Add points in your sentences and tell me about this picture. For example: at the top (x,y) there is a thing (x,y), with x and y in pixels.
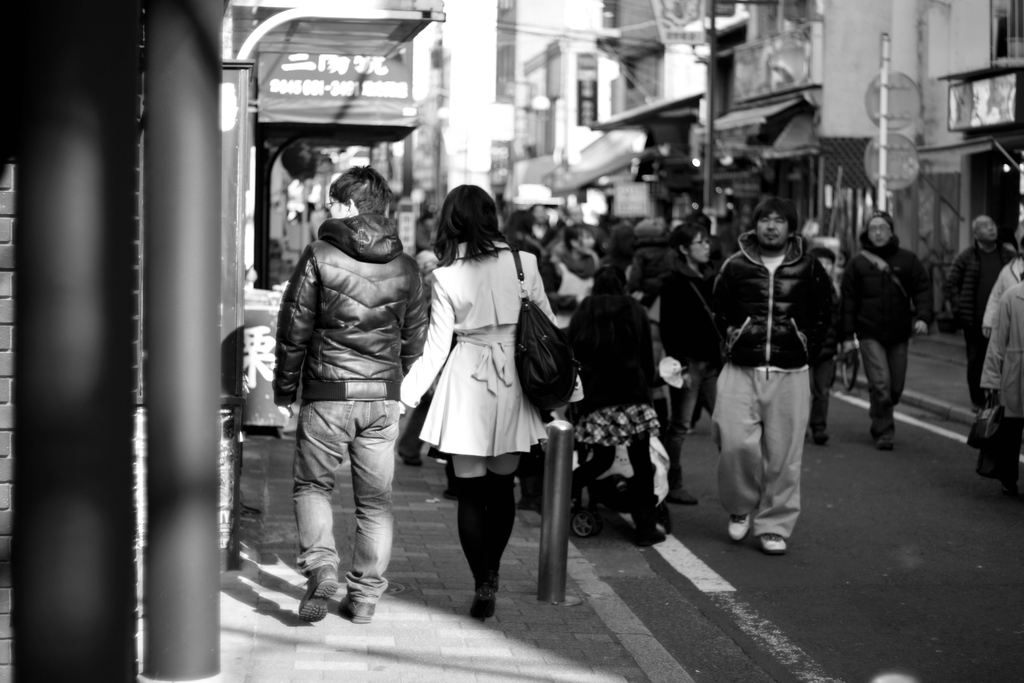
In this image I can see many peoples (981,310) walking on the road (740,635), and on the left (159,674) I can see the poles (176,396), and there are other poles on the right side (884,76).
